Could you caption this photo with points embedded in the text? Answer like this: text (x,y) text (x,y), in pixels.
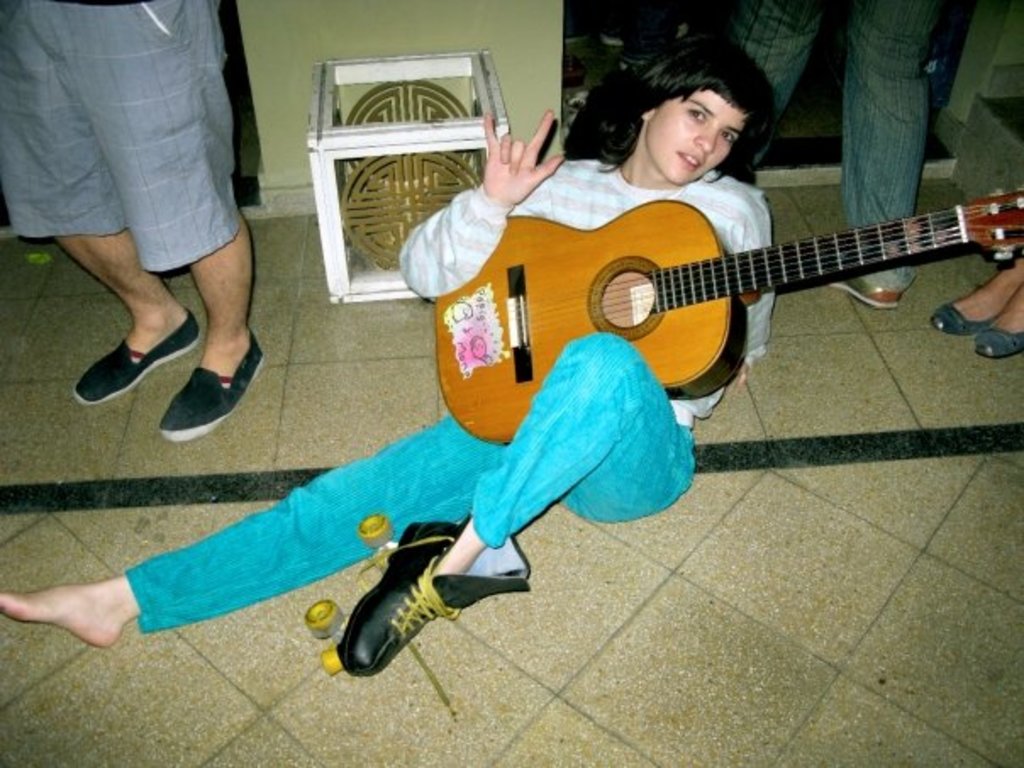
a woman (237,540) is sitting on the floor (803,344) and holding a guitar (972,223) there are three persons (41,206) near to the woman (550,444).
